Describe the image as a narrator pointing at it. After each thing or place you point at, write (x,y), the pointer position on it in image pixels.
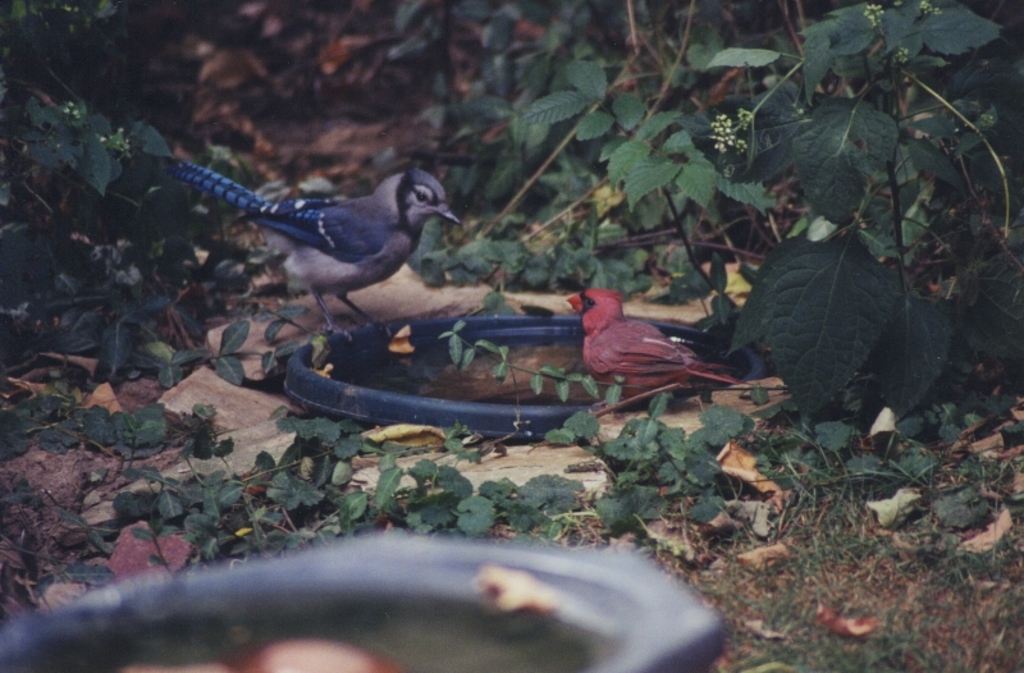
In this image I can see two birds (634,382) which are in blue and red color. These are standing on the blue color bowl (382,416). To the side I can see many trees (618,21).
